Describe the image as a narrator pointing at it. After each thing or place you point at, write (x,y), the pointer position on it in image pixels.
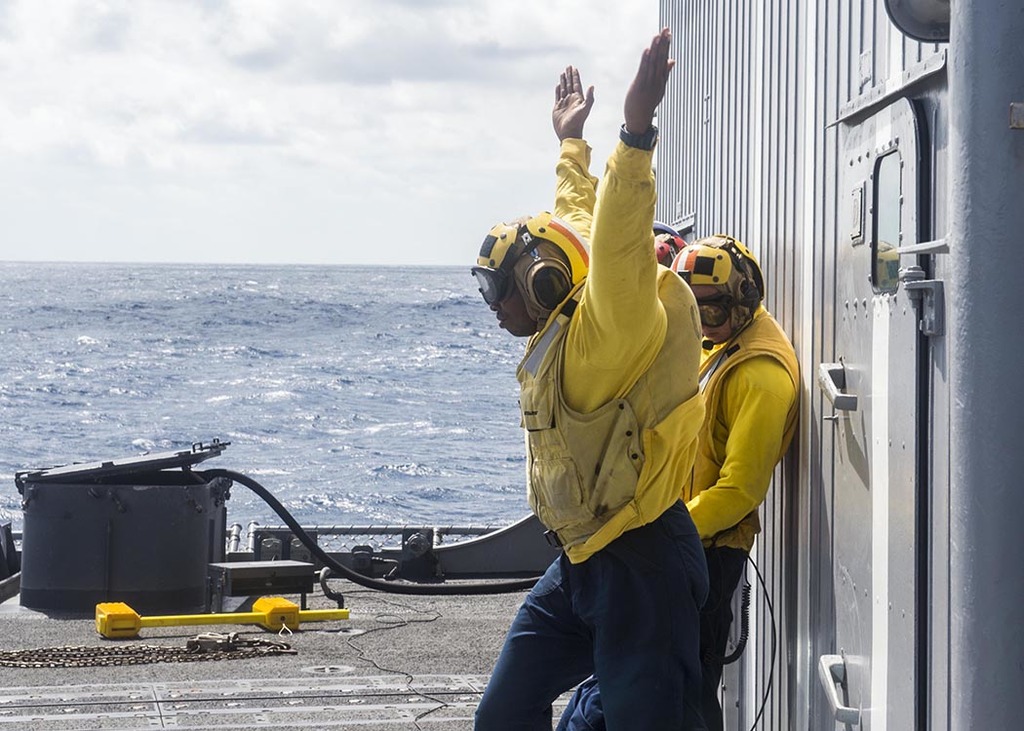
In this image there are people (642,539) standing on the floor (484,638). They are wearing helmets (560,269) and jackets (629,442). Left side (33,561) there are objects (238,623) on the floor (45,677). Right side (813,559) there is a metal wall (805,253) having a door (846,353). Background (37,397) there is water (363,388) having tides (408,408). Top of the image (266,85) there is sky (329,86).
